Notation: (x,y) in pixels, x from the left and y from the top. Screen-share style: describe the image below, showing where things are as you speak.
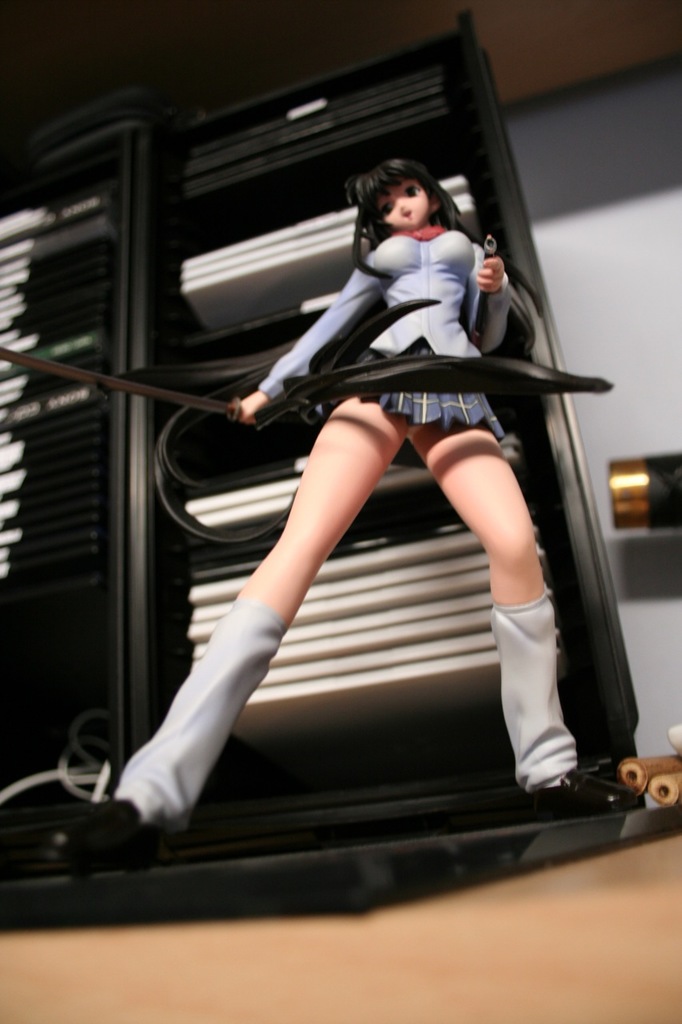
In this image I can see the toy (355,448) wearing the dress (410,343) which is in blue color. In the back (72,410) I can see the black color object (90,475) and there are some white color items (425,628) in it. It is on the brown color surface (549,986). In the back (678,305) I can see the white color surface (606,303) and there is an object (658,514) which is in black and gold color.
